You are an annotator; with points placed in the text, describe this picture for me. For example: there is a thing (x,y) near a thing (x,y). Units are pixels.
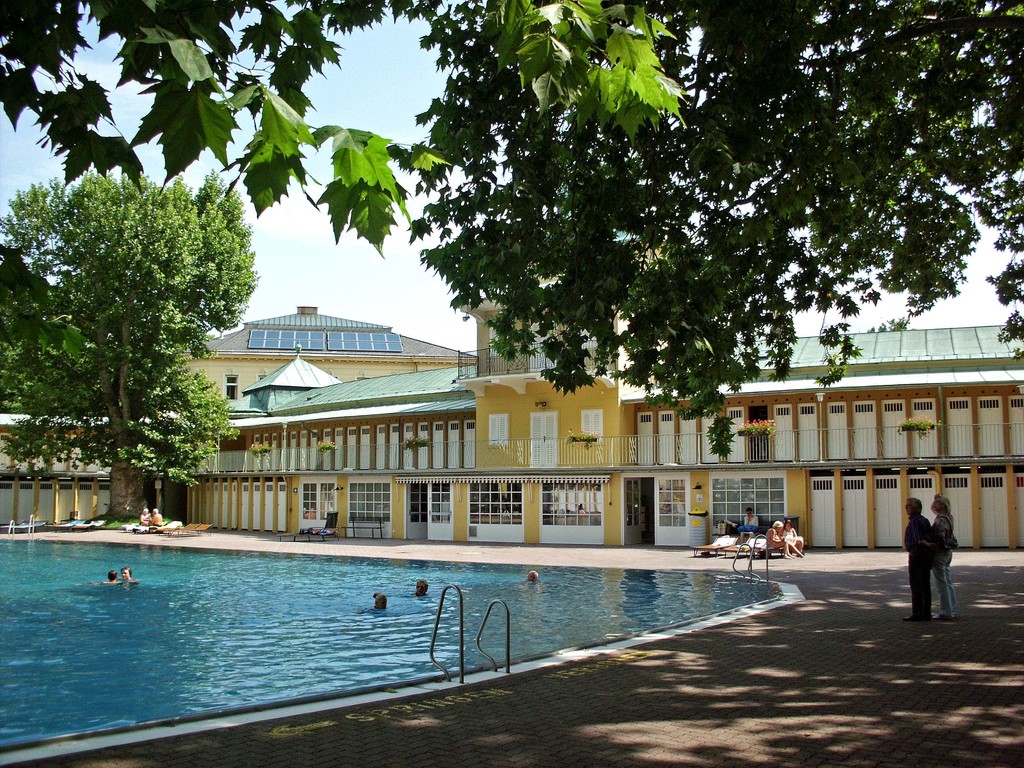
As we can see in the image there is a swimming pool (418,606), few people (781,547) here and there, buildings (199,518), trees (158,305) and a sky (361,286).
